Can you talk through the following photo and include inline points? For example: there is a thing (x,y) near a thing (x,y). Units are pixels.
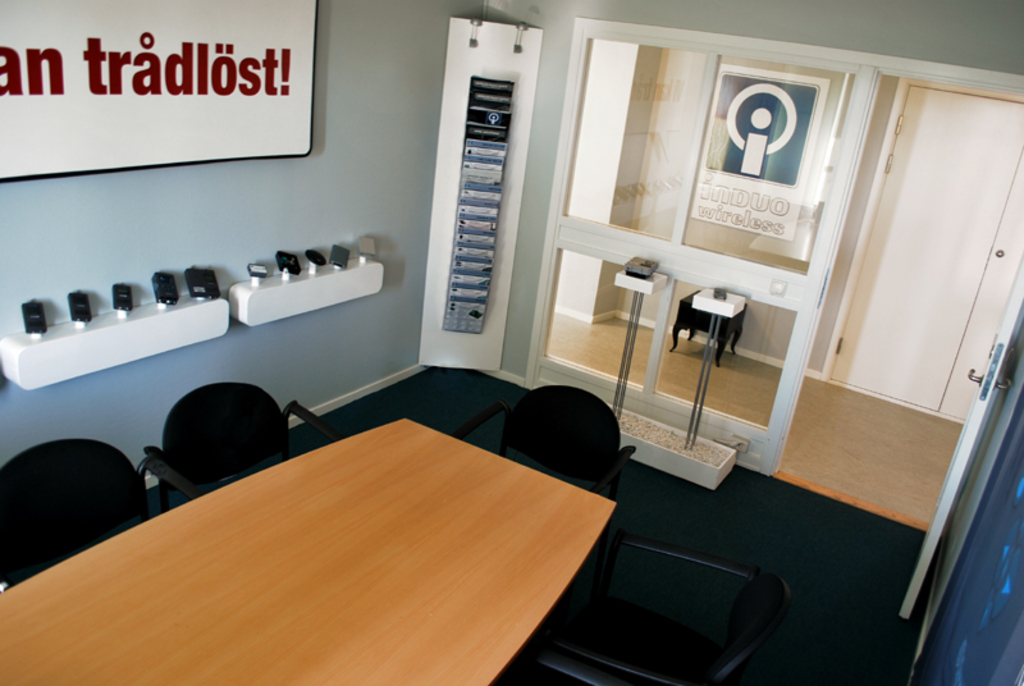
The picture is clicked in a room (351,525). In the foreground of the picture (305,486) there are chairs (212,473) and a table (229,589). On the left (84,300) there is a board (177,117) and there are some objects (282,263). In the center of the picture (484,287) there are papers (466,199) on the board (495,250) and there are other objects (649,265). On the right (951,416), there are doors (945,287) and wall (765,320). In the center of the background (743,319) there are glass windows (749,308) and a table (692,314) outside the window (672,331).
